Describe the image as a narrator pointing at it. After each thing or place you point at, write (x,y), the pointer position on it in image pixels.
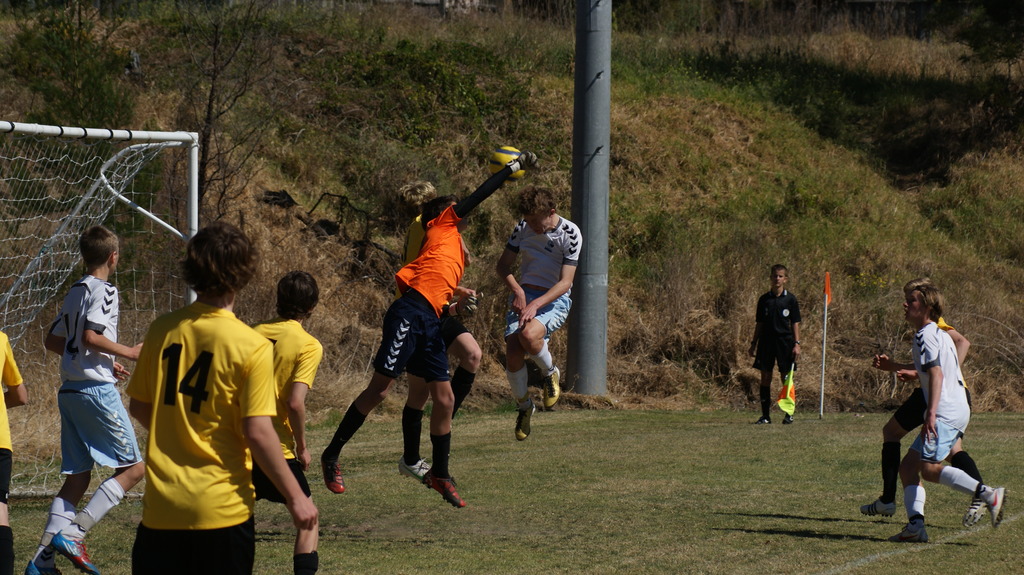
In this picture i could see some persons (442,353) playing with the ball (513,154). It is in the background (673,181) there is green colored grass (676,144) and in the left corner (110,211) there is a net (116,209) and there is a big pole (598,312) in the middle of the picture (593,242).
